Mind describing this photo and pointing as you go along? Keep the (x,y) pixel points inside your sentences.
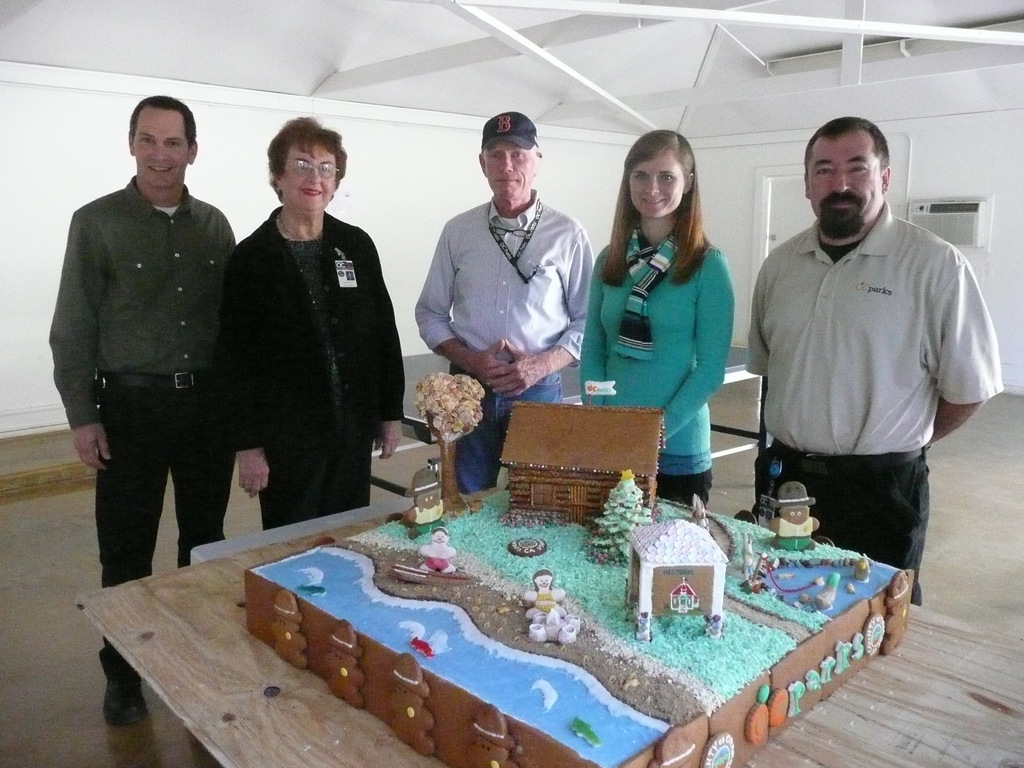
In this image, there is a table (199,692) which is in brown color on that table (864,753) there is a artificial home (526,475), there are some people (862,367) standing around the table (991,661). In the background (52,169) there is a white color wall (106,130).
